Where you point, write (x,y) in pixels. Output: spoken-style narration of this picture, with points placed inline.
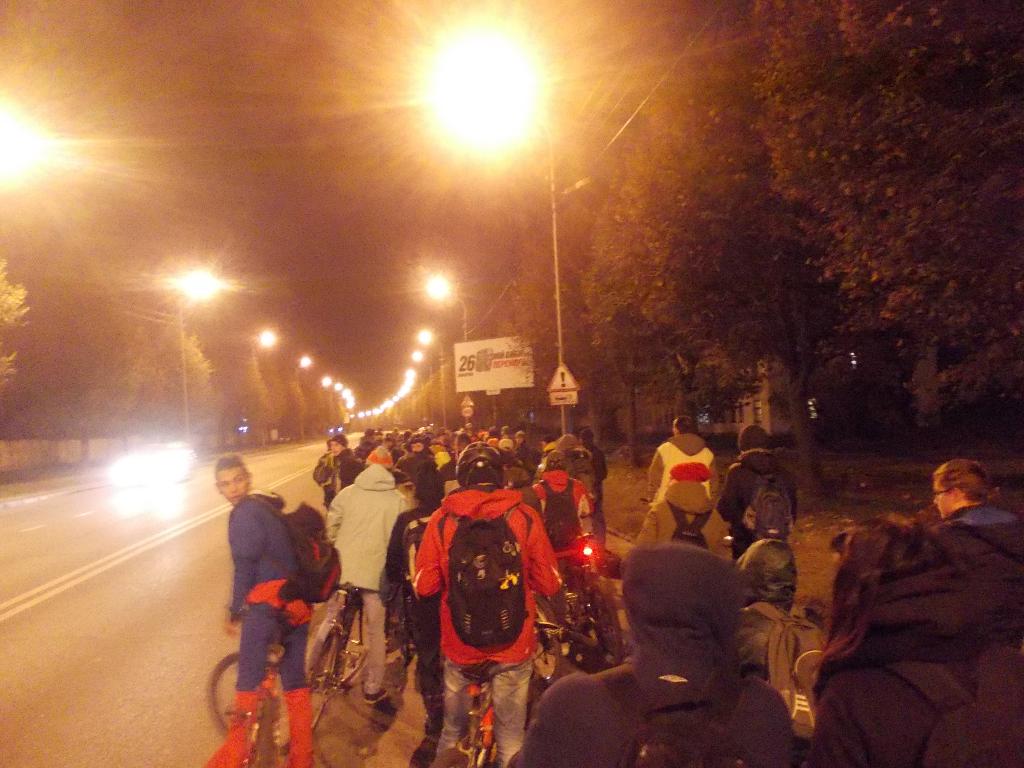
In this image we can see people (921,746) and bicycles (273,677) on the road (152,567). On the both sides of the road (222,548), we can see trees (776,340), street lights (497,66), wires (638,114) and poles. There is a board (513,360) and a building (747,403) on the right side of the image (703,403).
